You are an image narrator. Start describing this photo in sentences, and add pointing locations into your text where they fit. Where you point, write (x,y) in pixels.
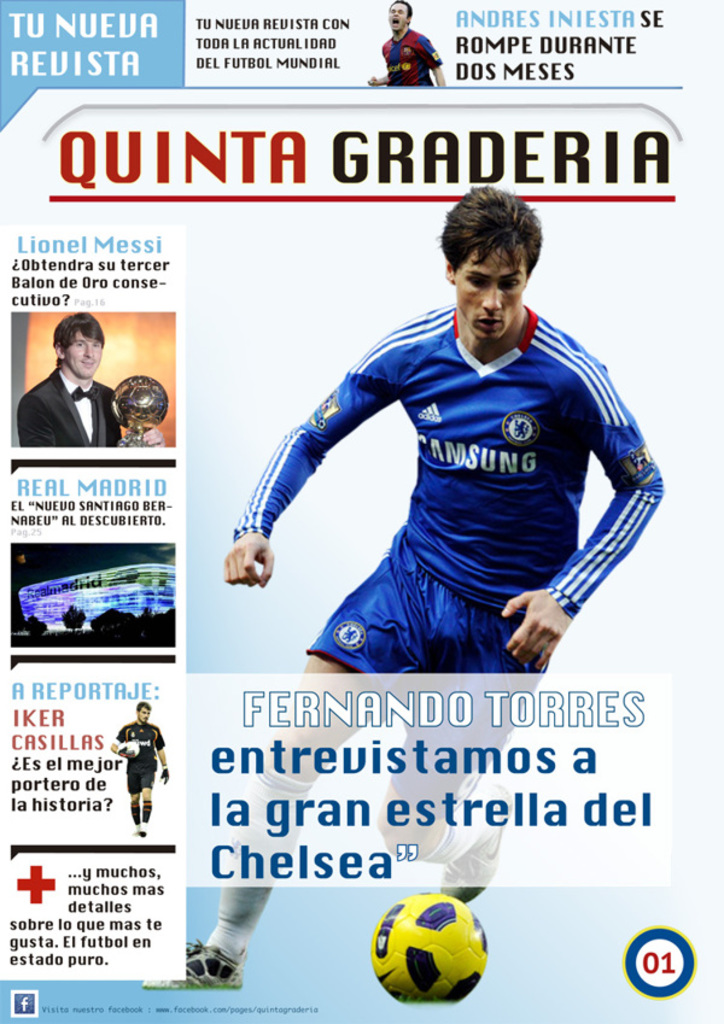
In this picture we can see a white color object (348,211) seems to be a poster (60,860) on which we can see the text (536,47) and the pictures (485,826) of some objects (60,604) and the pictures (497,389) of a person (463,387) wearing t-shirt (450,455) and running and we can see a person (161,742) holding some object (132,745) and seems to be walking and we can see another person (66,403) wearing suit (66,420) and holding a trophy (138,417), we can see a picture (469,907) of a ball (448,941). At the top (413,34) we can see a picture (413,43) of another person (417,52) and we can see the text (396,765) and numbers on the poster (264,292).
